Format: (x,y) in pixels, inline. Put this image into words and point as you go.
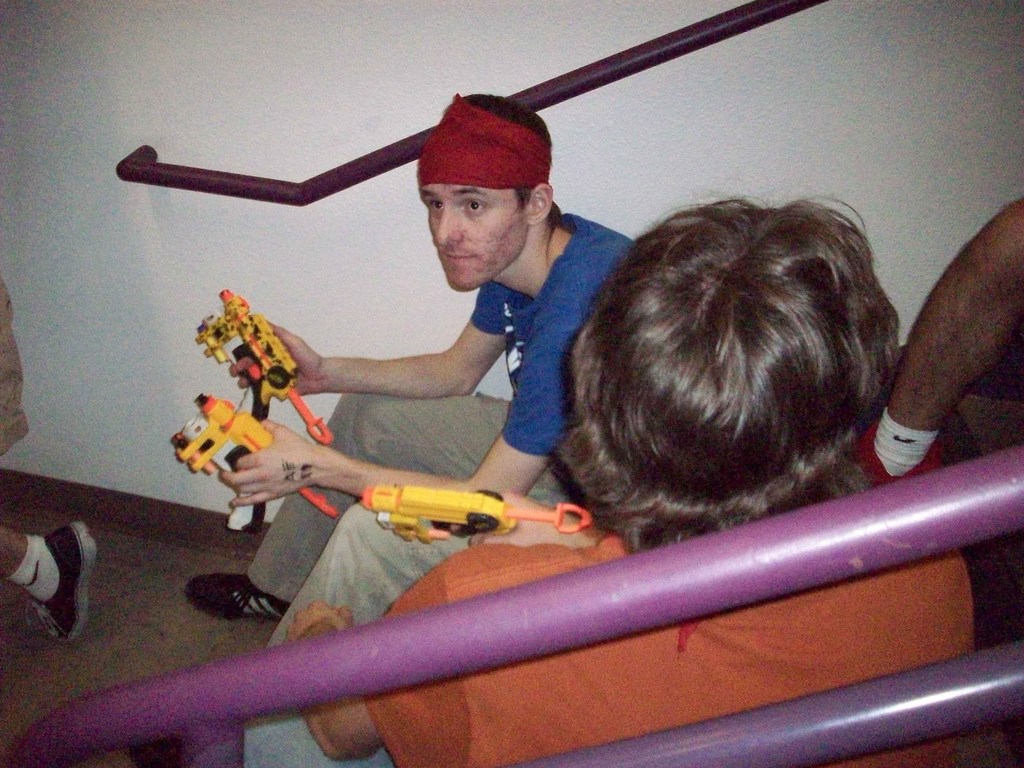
In the picture we can see two persons (574,475) sitting and holding toys (333,505) in their hands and in the background of the picture (164,141) there is a wall (207,155).
